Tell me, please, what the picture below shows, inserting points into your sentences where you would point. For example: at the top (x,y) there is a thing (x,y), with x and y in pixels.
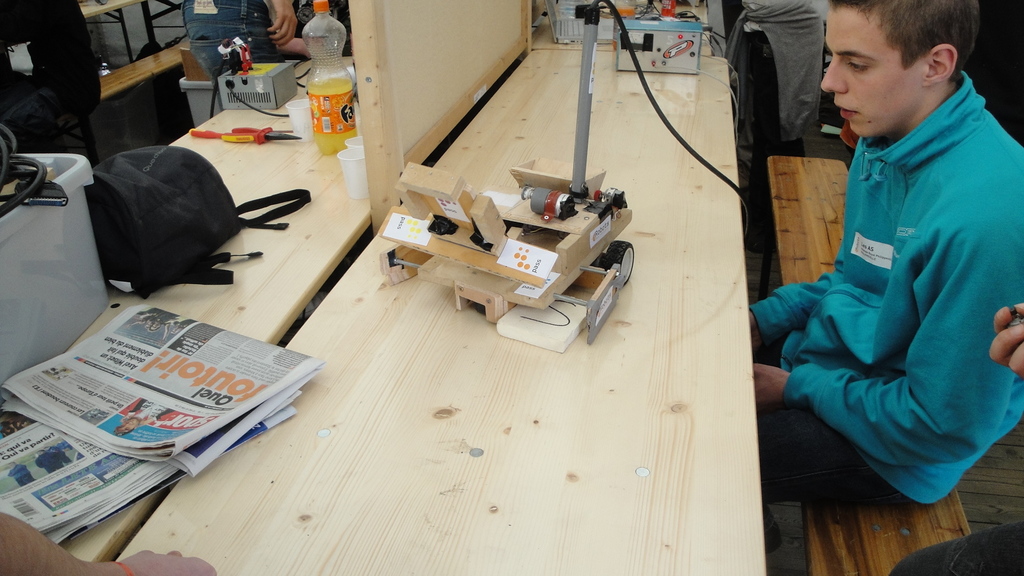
In this image in the middle (356,273), there is a table (332,303) on that there are newspaper (178,387), bags (211,210), bottles (320,131), machines (659,28), toy (606,256). On the right (892,216) there is a man (878,274), he wears a t shirt (870,350), trouser (826,484), he is sitting on the bench (876,537). On the right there are some people (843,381). On the left (42,94) there are some people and benches (148,76).
